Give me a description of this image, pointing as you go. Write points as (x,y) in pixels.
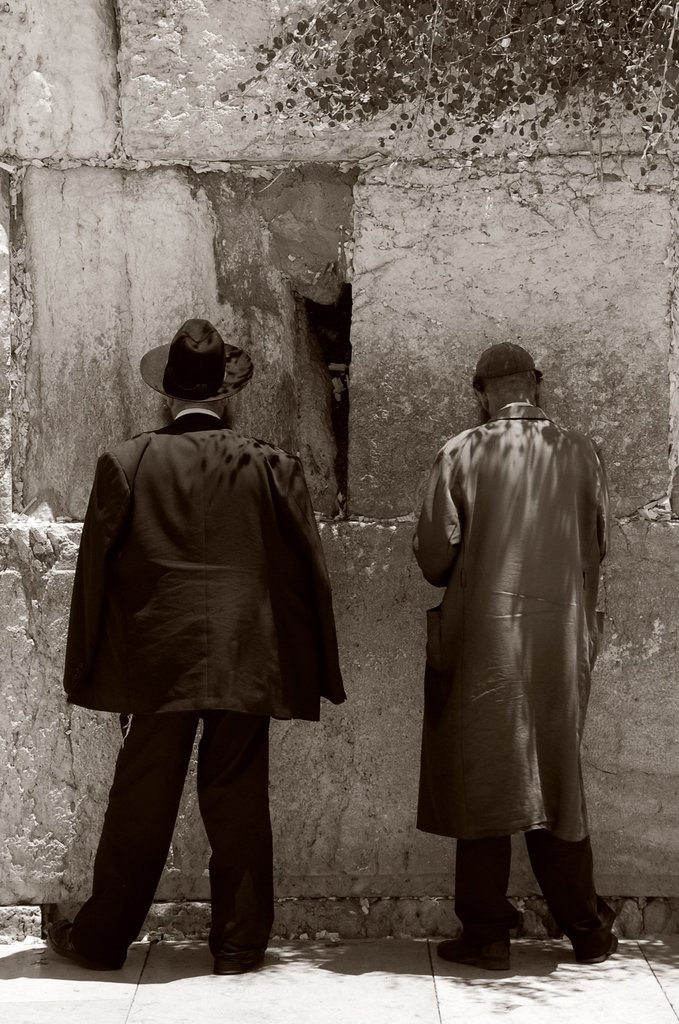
We can see a few people (473,716). We can also see the wall (274,136) and some leaves (309,108) on the top right (500,179).
